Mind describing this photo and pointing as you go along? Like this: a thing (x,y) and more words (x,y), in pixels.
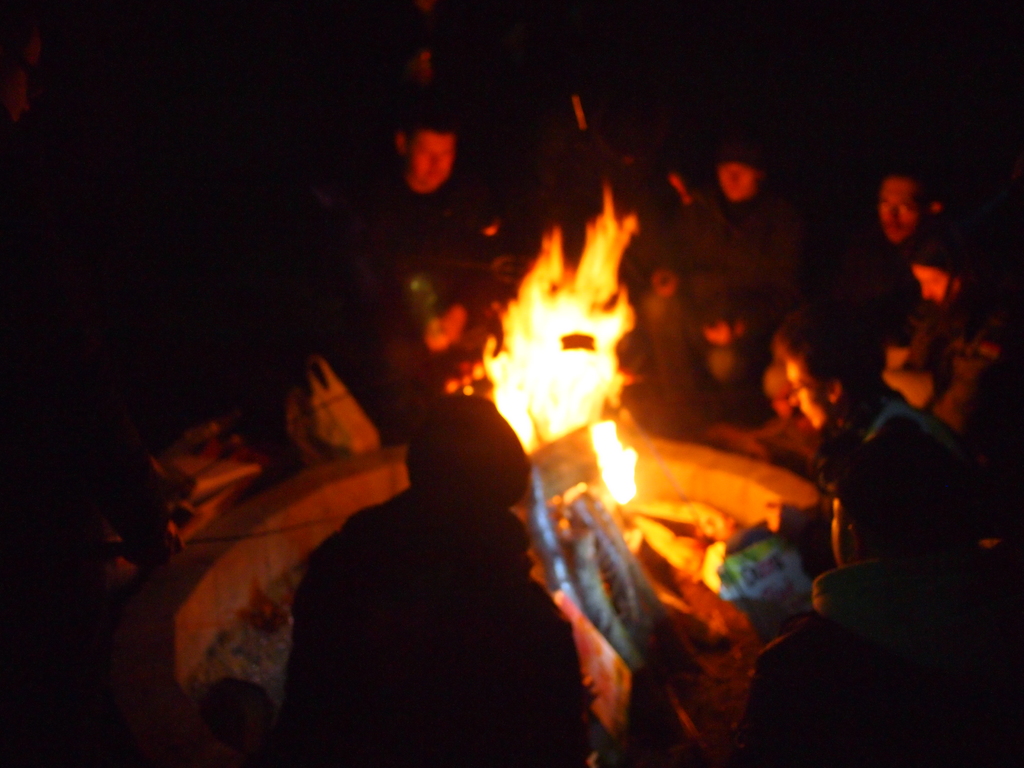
In this image, we can see a group of people (971,621) are around the fire (555,413). In the middle of the image (674,487), we can see few objects (585,426). In the background (104,186), there is a dark view.
